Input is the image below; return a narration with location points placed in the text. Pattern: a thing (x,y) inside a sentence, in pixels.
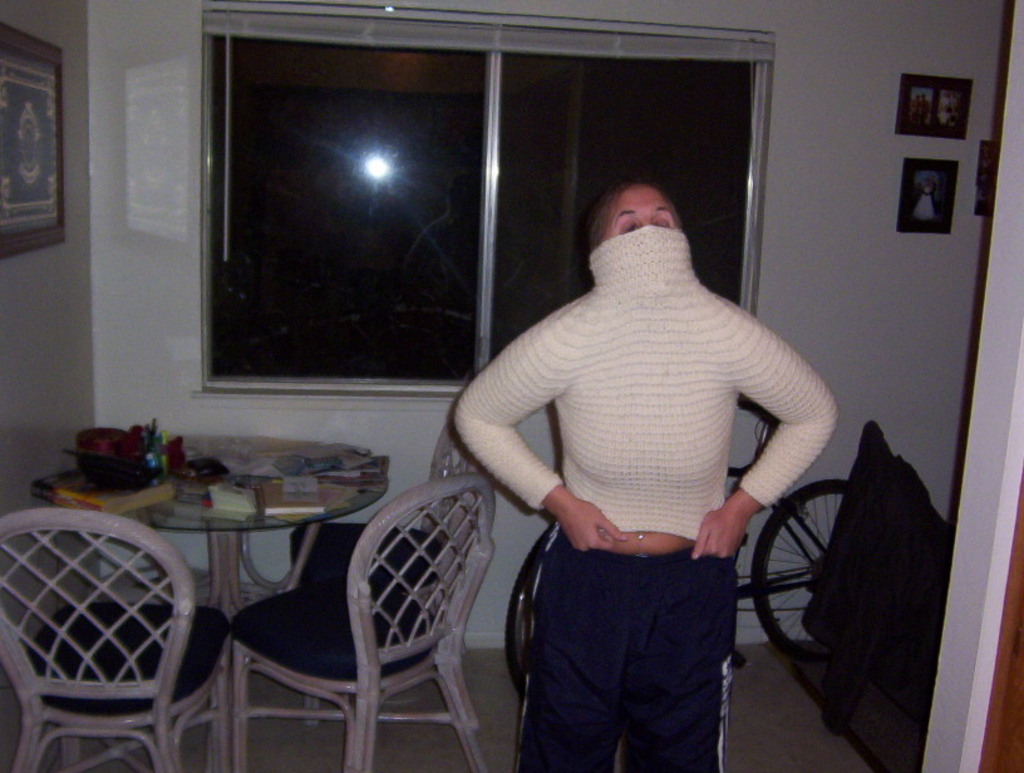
This picture is of inside the room (696,200). On the right (687,308) there is a woman (655,508) trying to wear white color jumper (694,425) and standing, behind her we can see a bicycle (790,536). On the left (191,505) there is a table (227,475) on the top of which pen stand (157,449) including pens (157,446) and some books (281,488) are placed and we can see there are some chairs (123,620). On the left (28,315) there is a wall (2,290) and a picture frame (40,223) hanging on a wall (45,336). In the background (329,77) we can see a window (511,111), reflection of light (386,159) on a glass of window (390,163) and some picture frames (911,125) hanging on the wall (841,243).
